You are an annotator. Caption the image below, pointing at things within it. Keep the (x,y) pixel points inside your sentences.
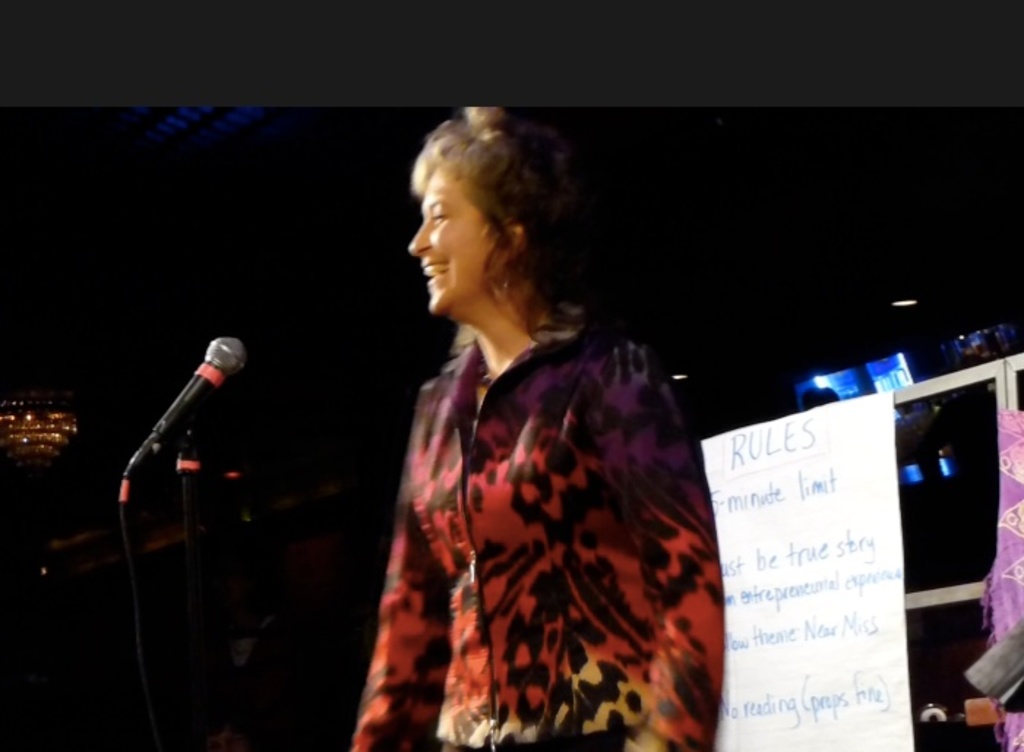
In this image I can see the person (603,334) standing and I can also see the microphone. In the background (794,549) I can see the paper (893,520) and few lights (894,373).
